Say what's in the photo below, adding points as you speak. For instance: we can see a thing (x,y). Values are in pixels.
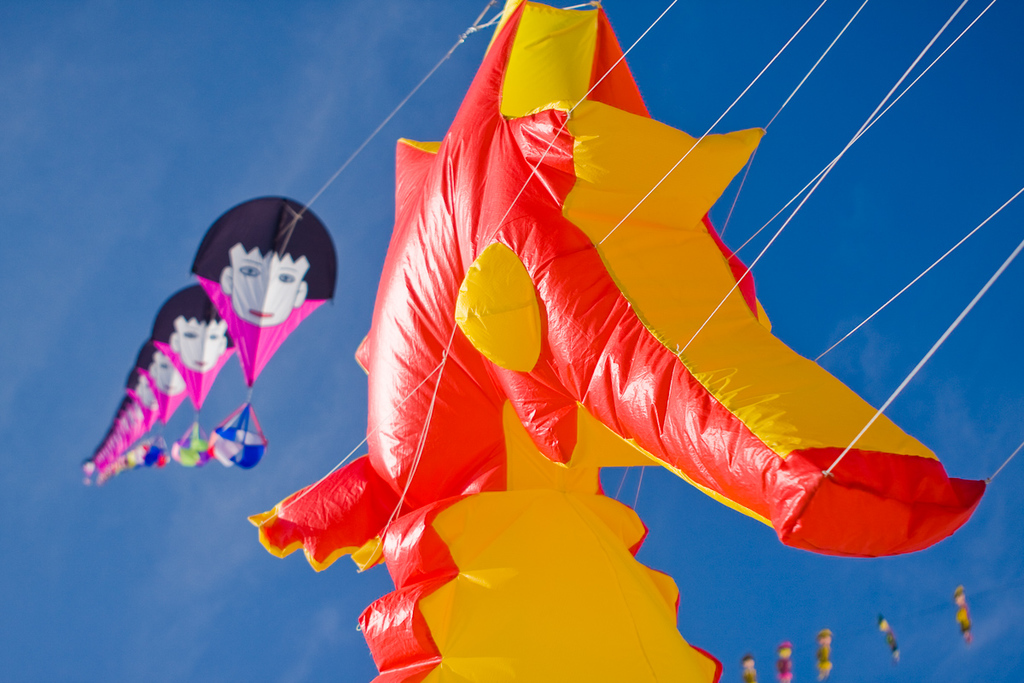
In the image we can see flying kites (527,270) in the middle of the air (381,249) with strings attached to it.
